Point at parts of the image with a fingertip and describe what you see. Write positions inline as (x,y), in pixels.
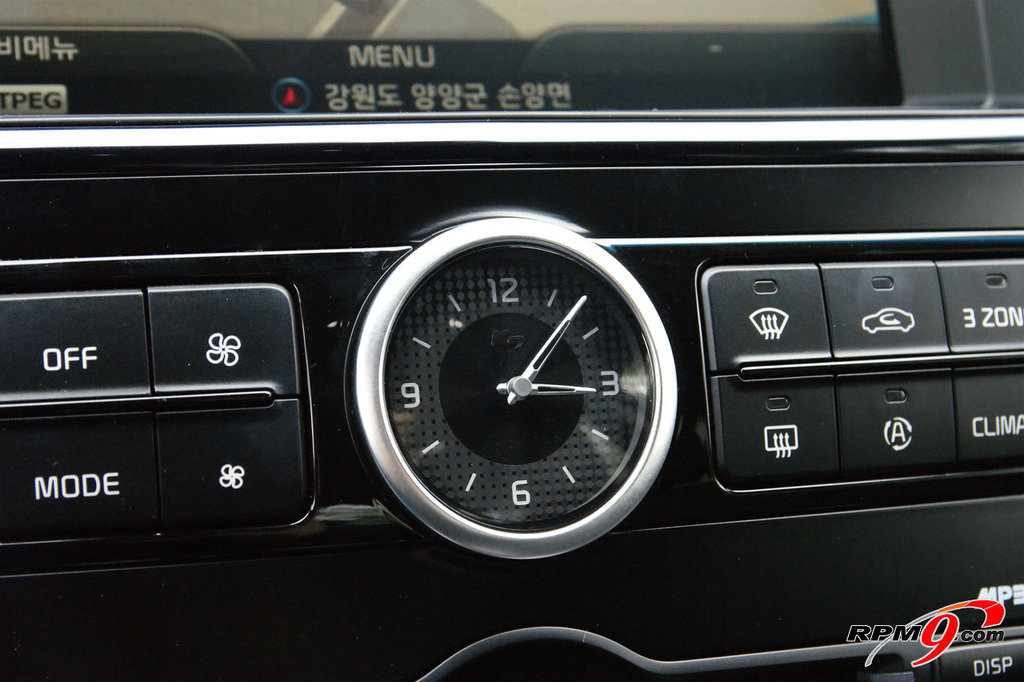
In this picture, there is a device (621,409) with clock (458,274) and switches (824,404).
